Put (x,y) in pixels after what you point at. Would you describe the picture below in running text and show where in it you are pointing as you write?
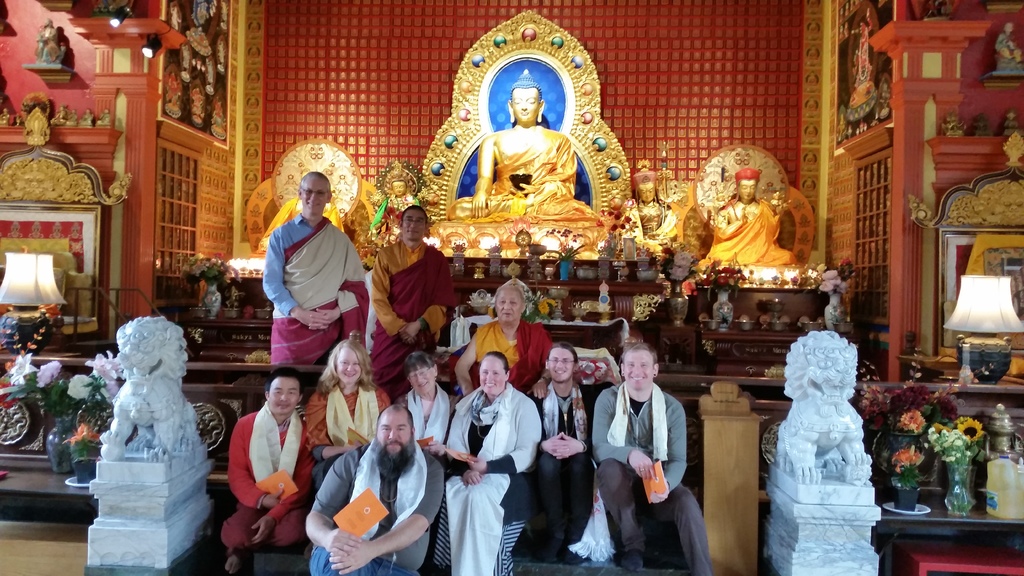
In this picture there are people (387,350) and we can see statues of animals (793,470) on the platform (173,515). We can see flowers (913,425) in vases (952,471), table (948,526) and objects (996,453) on tables (56,503) and lamps (14,255). In the background of the image (556,161) we can see statues (557,205), flowers (560,243) in vases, frames (206,16), wall (247,183), lights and few objects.
